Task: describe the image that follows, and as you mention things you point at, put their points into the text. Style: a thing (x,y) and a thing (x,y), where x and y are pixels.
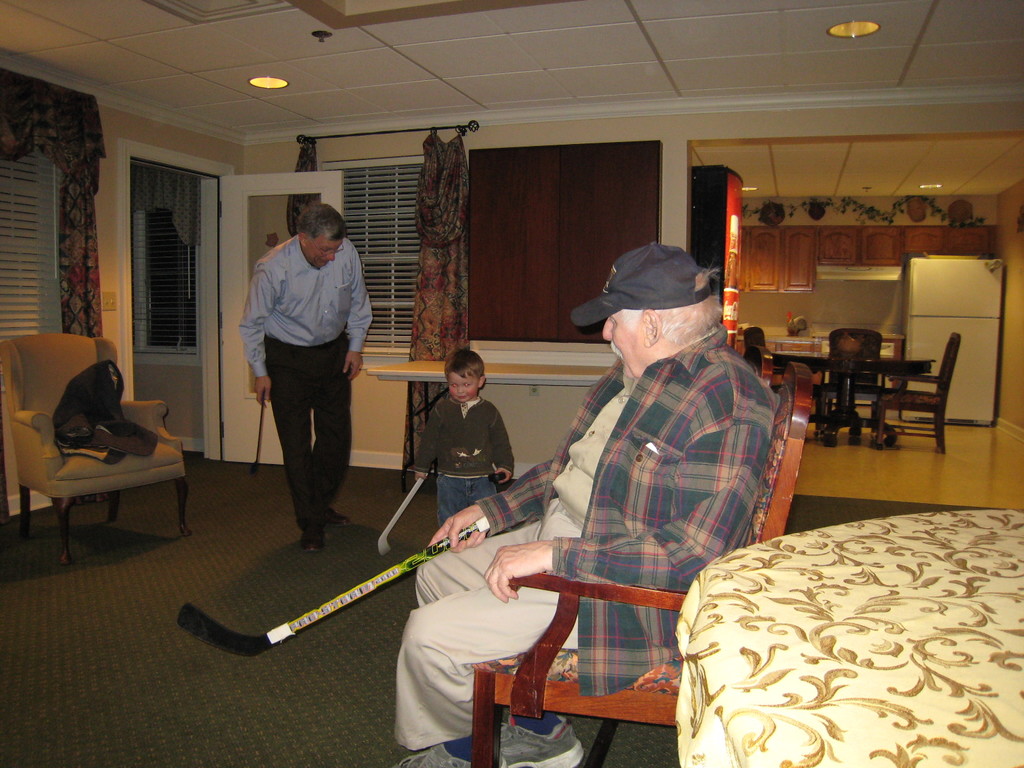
The person (646,450) in the right (705,449) is sitting in chair (603,578) and holding a hockey stick (294,627) and there are two other persons (339,358) standing beside him who are holding two hockey sticks (267,409) in their hands (267,393).
